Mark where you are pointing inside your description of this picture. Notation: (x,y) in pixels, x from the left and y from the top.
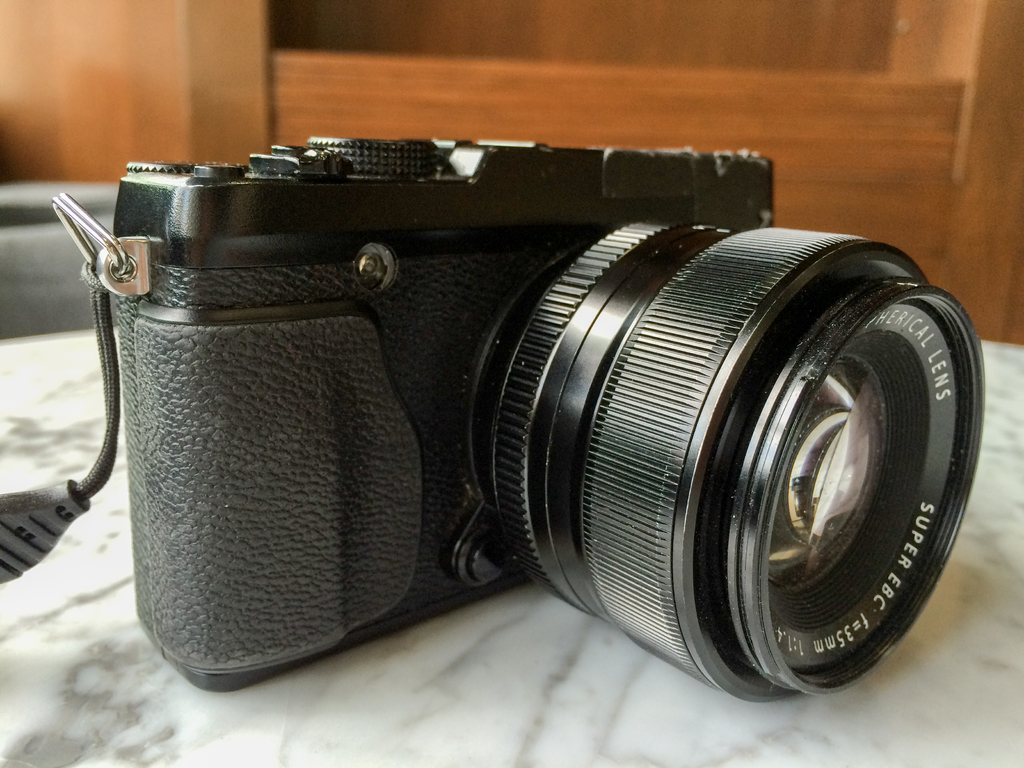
In the image there is a camera (418,389) on the white surface (457,755). Behind the camera (146,451) there is a wooden object (407,107).
